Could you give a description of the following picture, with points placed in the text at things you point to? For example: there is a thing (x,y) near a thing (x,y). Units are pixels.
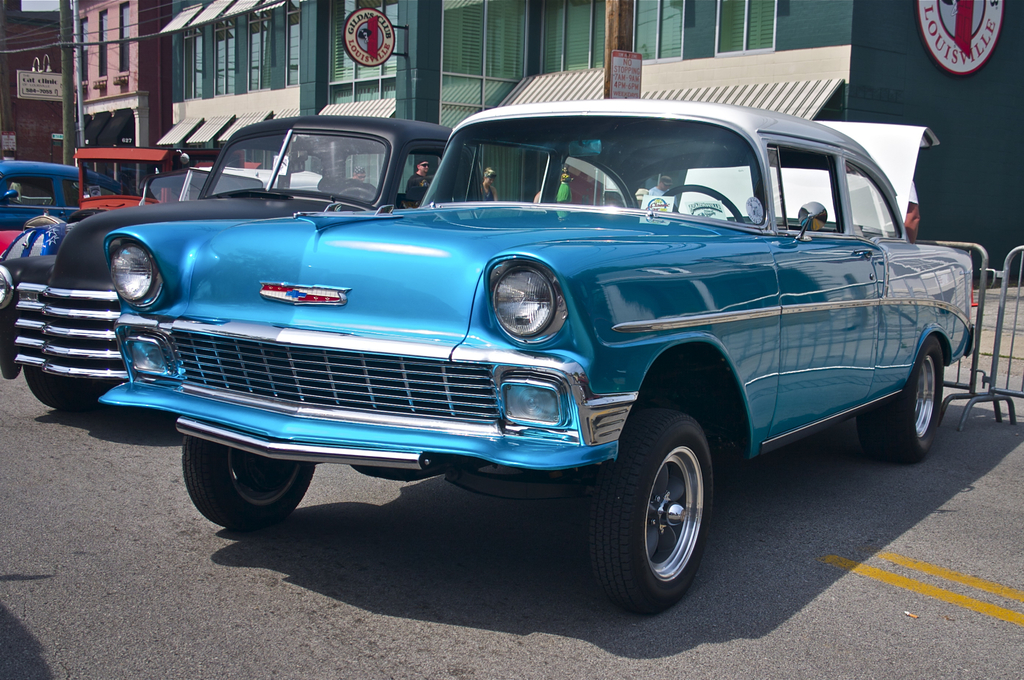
In this picture we can see few vehicles (315,407) on the road (396,532), behind to the vehicles (865,186) we can find fence (997,316), in the background (520,76) we can see few buildings (190,86), hoardings (389,42), poles (70,115) and group of people (489,191).
